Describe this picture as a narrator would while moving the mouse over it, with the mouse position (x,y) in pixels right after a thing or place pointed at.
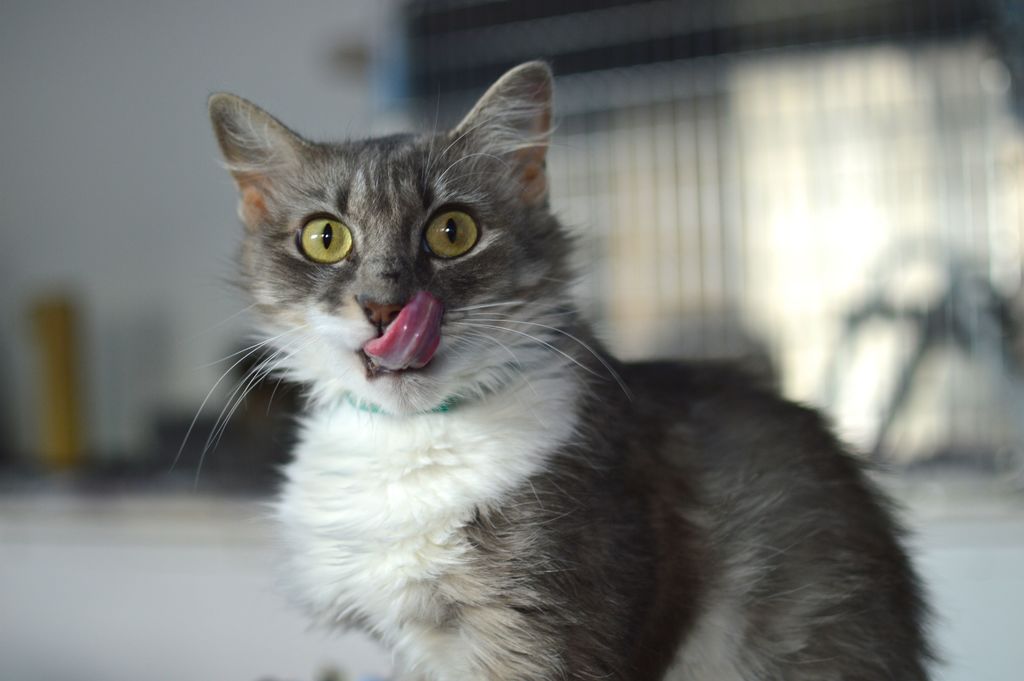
In the center of the image (371,421) we can see a cat (447,347) is sitting. In the background of the image (1016,53) we can see the wall (254,46), glass door (745,269) and some other objects (989,370). At the bottom of the image (153,554) we can see the floor (154,576).
